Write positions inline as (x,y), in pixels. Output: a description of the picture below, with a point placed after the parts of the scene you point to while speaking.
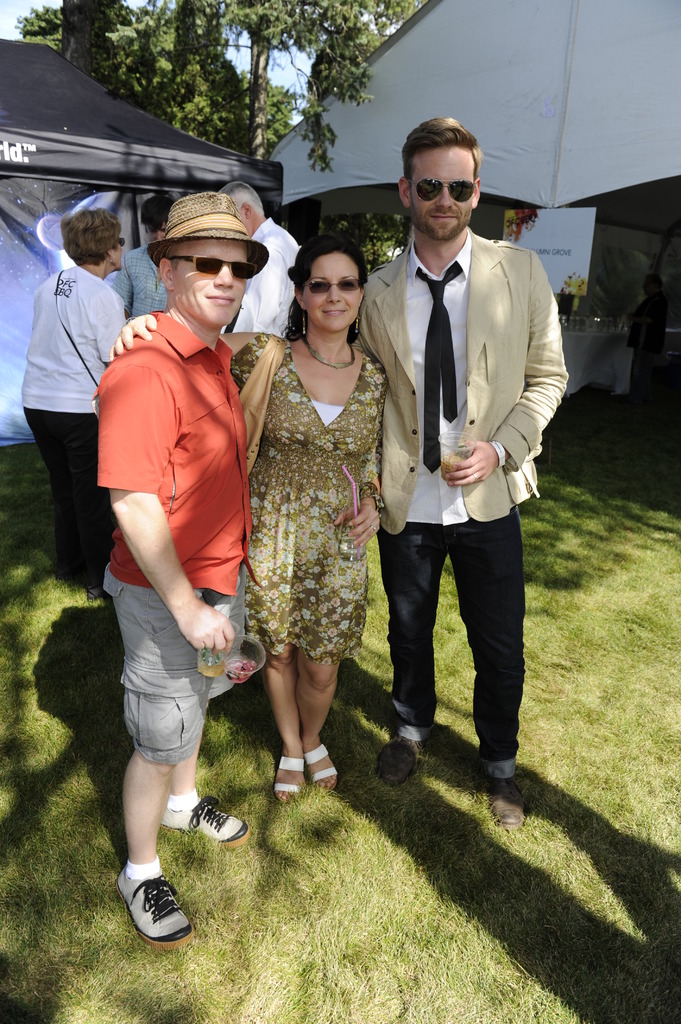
This picture shows few people (232,445) are standing and they wore sunglasses (219,263) and a man (210,263) wore hat (198,206) on his head (206,204) and we see tents (351,156) and trees (264,72) and few people (150,219) standing on the back (244,206) and we see grass (655,996) on the ground (62,614).
